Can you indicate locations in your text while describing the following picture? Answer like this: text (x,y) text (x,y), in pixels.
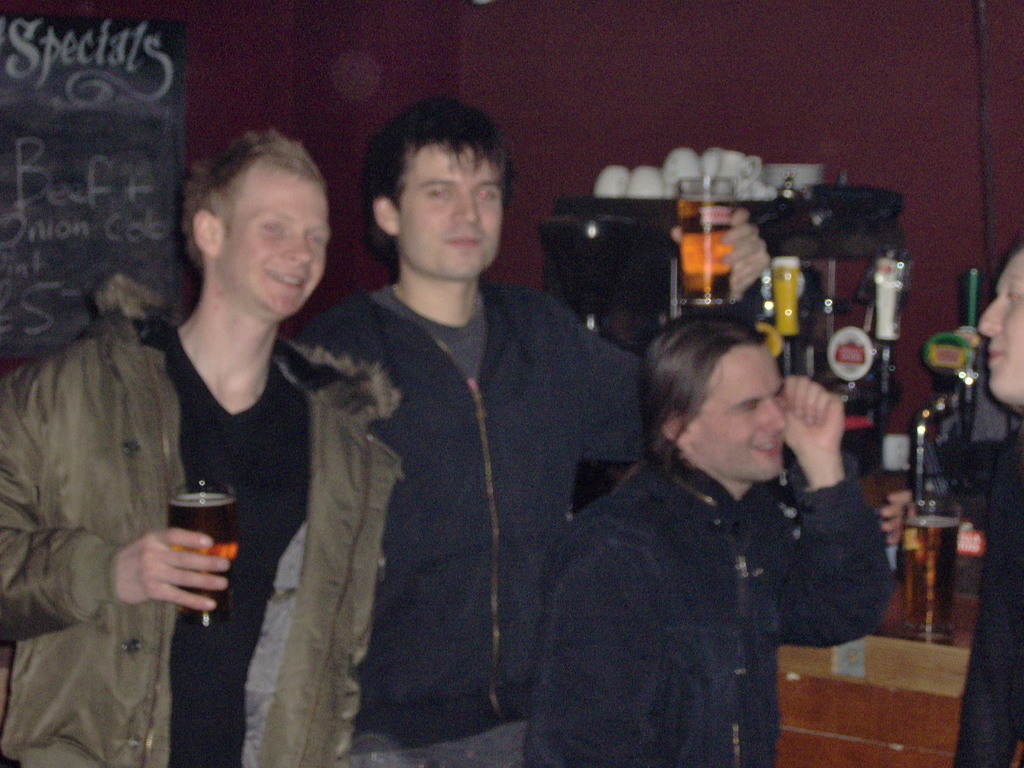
In this image we can see four persons (583,607) standing on the floor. One person (368,459) is wearing jacket (358,479) and holding a glass (233,574) in his hand (206,566). In the background (107,212), we can see the group of beer taps (784,267) and cups (655,194) placed on the counter top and a board (118,121) with some text (89,234) on it.
